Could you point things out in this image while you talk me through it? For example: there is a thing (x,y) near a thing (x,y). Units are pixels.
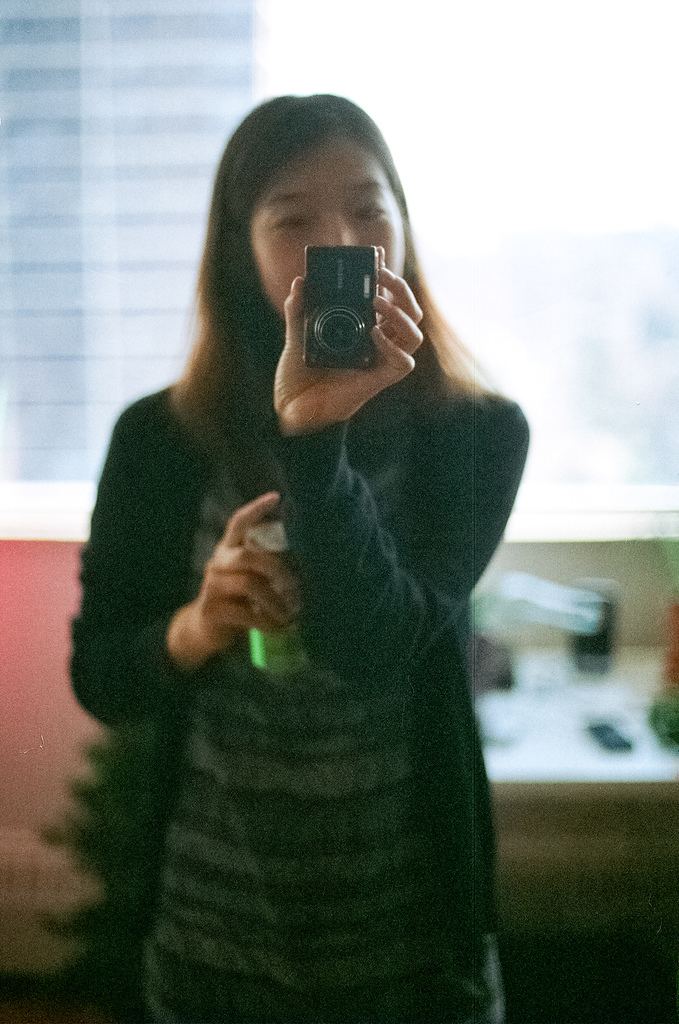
In this image I see a woman (226,348) who is holding a camera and a can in her hands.
